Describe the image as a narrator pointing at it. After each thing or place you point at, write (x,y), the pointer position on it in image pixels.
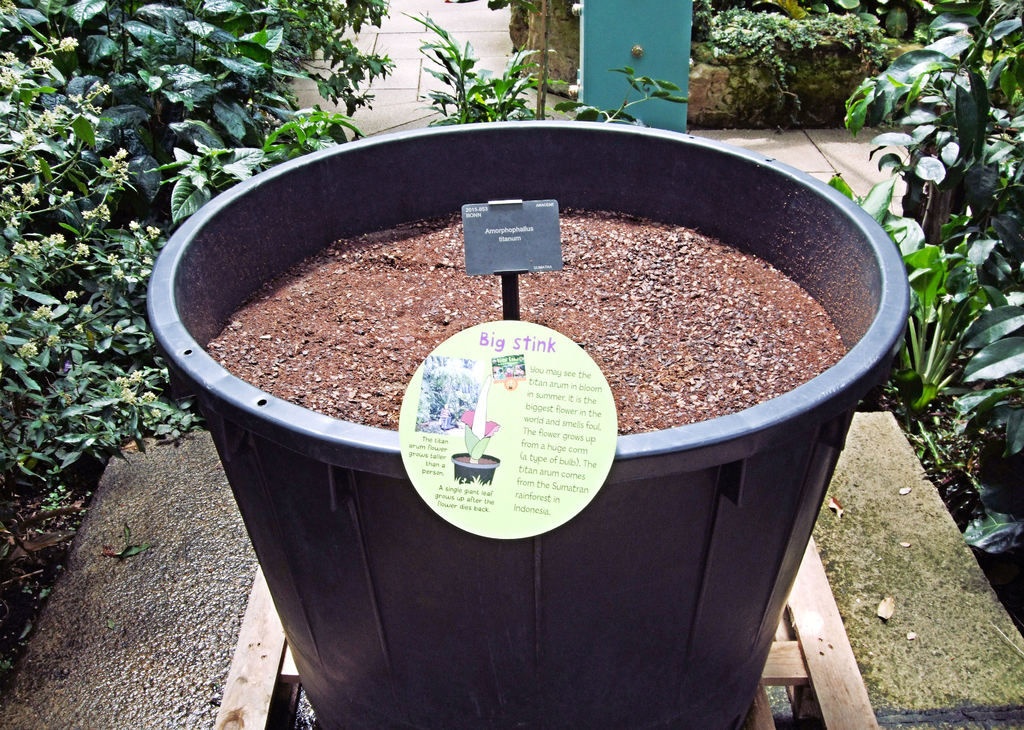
In the picture I can see plants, cards (503,418) which has something written on them, a bucket (436,605) which has mud (647,325) in it and some other objects (769,124).
